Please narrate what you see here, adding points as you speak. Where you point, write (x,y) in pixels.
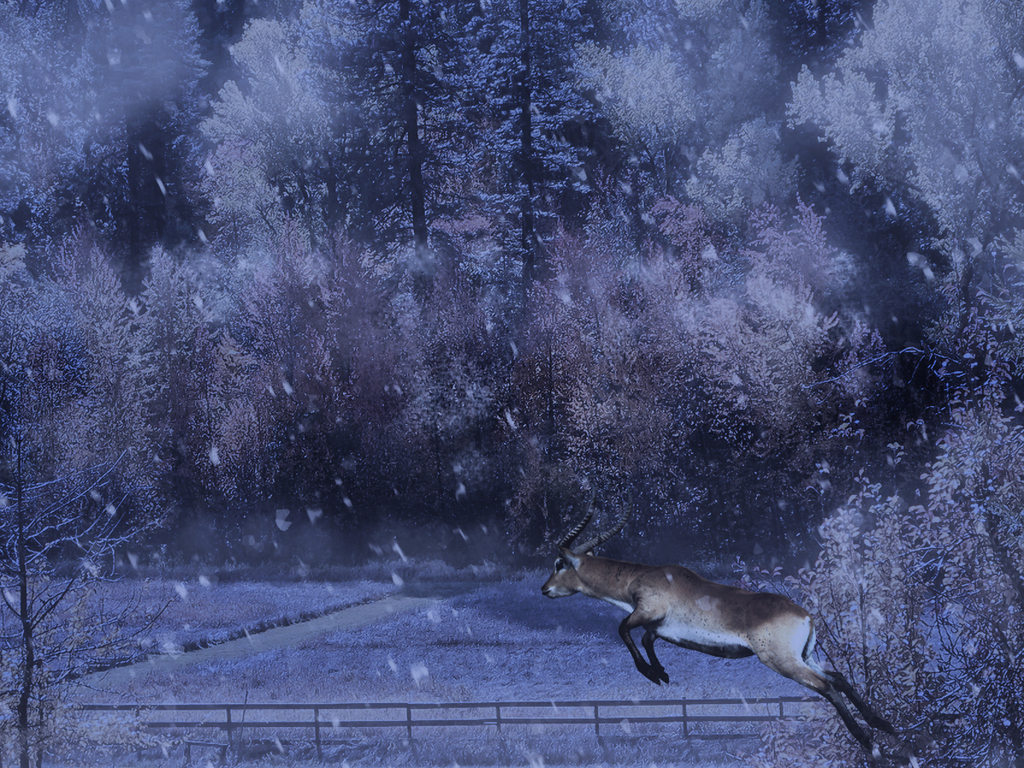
This is an animated image where there are many trees (691,396), grass (491,738), snow (529,738) and an antelope (770,630) jumping over the fence (694,704).
